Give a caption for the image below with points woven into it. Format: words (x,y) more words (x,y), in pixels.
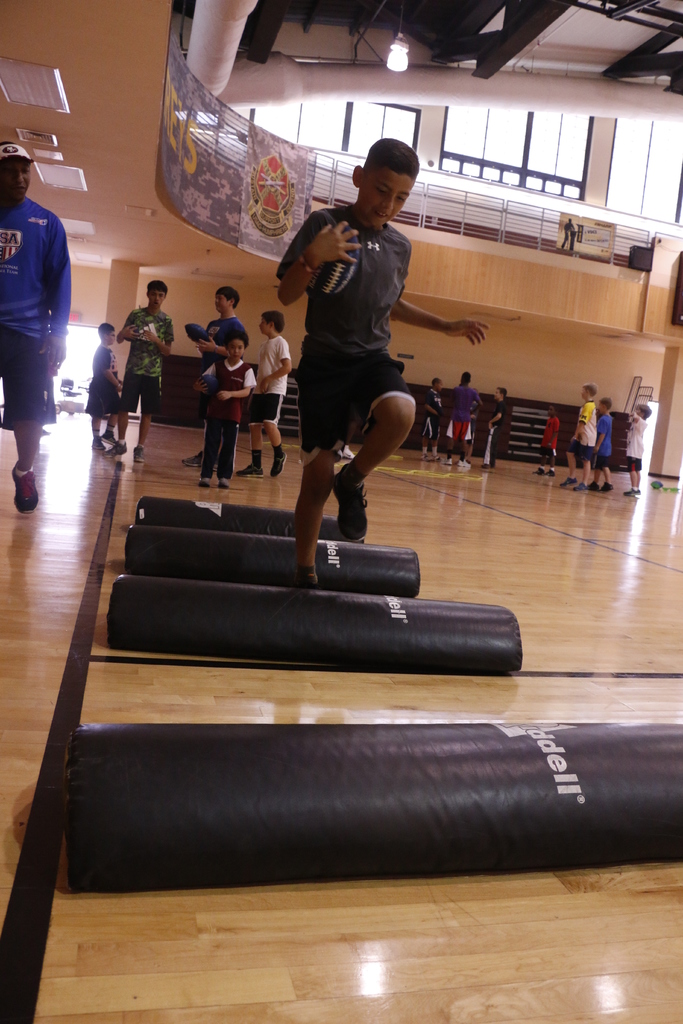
This image looks like it is an indoor stadium (268,721). In the front (336,351), there is a boy (367,161) running on the floor (433,885). To the left (60,325), there is a man (14,396) wearing blue t-shirt (37,309) is walking. In the background (639,405), there are many people (604,409). To the top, there is railing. At the bottom (538,919), there is floor (544,882).
